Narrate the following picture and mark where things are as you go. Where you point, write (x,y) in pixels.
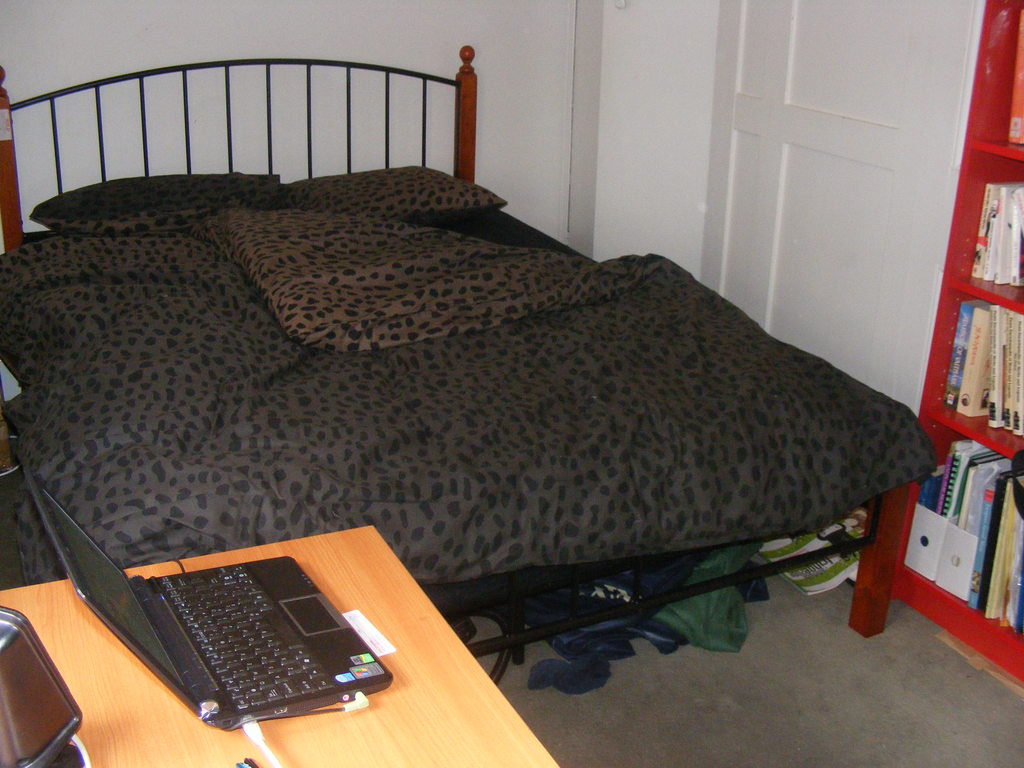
It is a bedroom (292,475) the bed (448,300) is of brown color and a brown and black bed sheet (325,363) in front of the bed (269,504) there is a table (324,553) and a laptop (281,558) over it to the right side of the bed (895,539) there is a bookshelf (989,295) with lot of books (1008,319) in the background (583,97) there is a white color wall (583,97).
